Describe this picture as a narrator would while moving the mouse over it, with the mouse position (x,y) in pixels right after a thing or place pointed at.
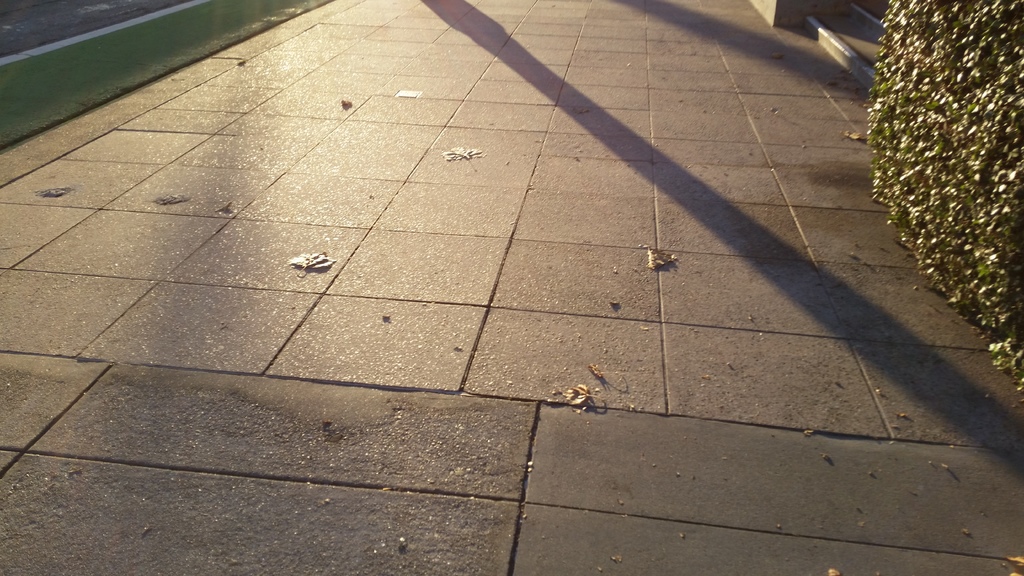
In this image there is a floor (402,428) on which we can see that there are few leaves (325,257). On the right side (955,177) top there is a plant (937,168), Beside the plant (926,74) there are steps (868,29). On the left side (84,54) top there is a road (75,12).
